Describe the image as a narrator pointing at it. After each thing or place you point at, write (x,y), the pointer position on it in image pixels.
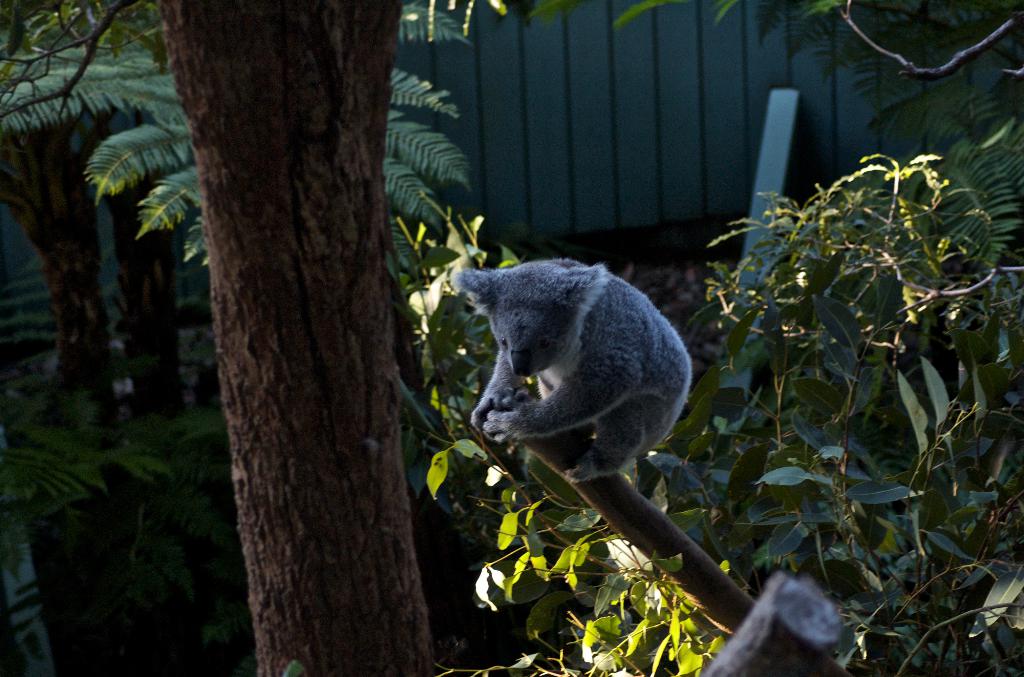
In this picture I can see an animal (584,471) is on the tree (579,492). In the background (646,122) I can see wall (660,93), an object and trees (864,369).
